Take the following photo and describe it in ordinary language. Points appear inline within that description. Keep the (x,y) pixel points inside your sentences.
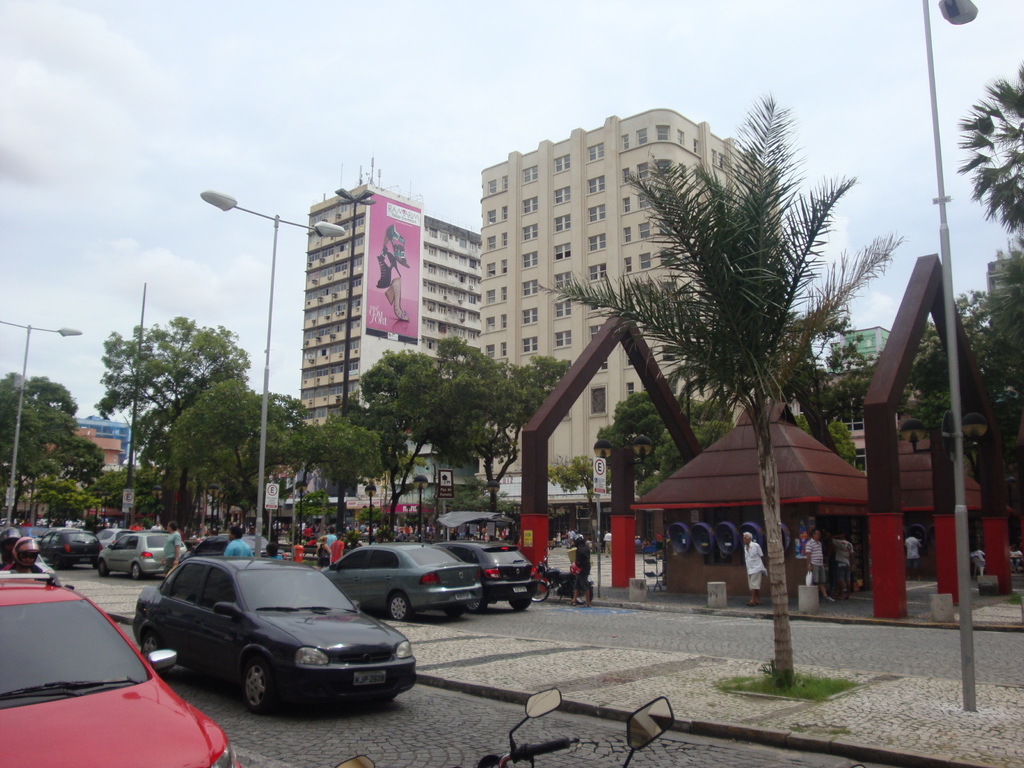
Sky (174,184) is cloudy. Buildings (336,242) with windows (325,260). Here we can see a hoarding (403,247), trees (516,392) and light poles (932,43). Vehicles (536,592) are on the road (597,629). Here we can see people (311,534) and sign boards (277,501).
